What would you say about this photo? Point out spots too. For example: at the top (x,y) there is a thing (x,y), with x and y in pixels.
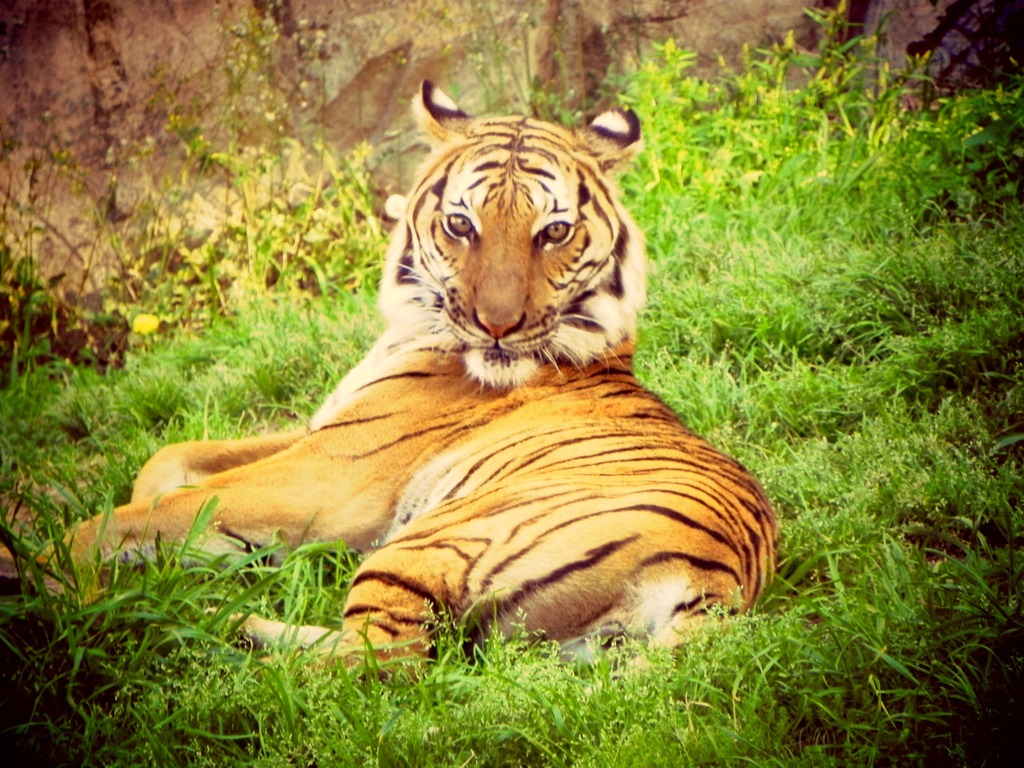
In this image in the foreground (478,327) there is one tiger (478,368), and at the bottom (415,677) there is some grass (793,361).
